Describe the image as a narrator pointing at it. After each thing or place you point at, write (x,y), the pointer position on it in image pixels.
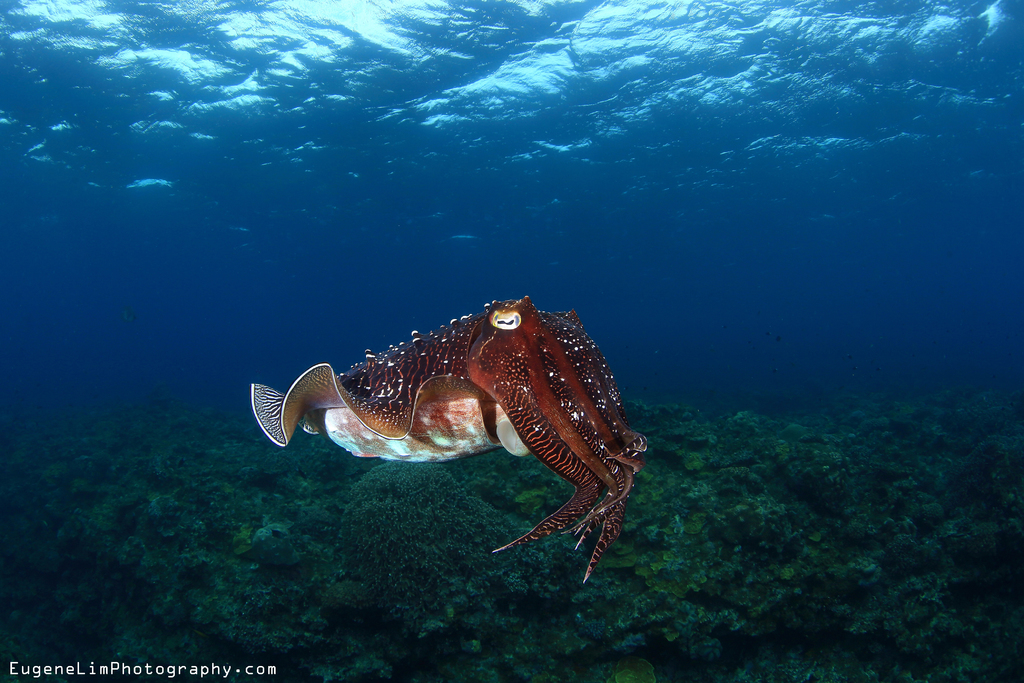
In this image I can see a cuttlefish (569,430) in brown color at the bottom (641,552) there is coral reef (513,608), at the top (713,133) it is water (681,114).
